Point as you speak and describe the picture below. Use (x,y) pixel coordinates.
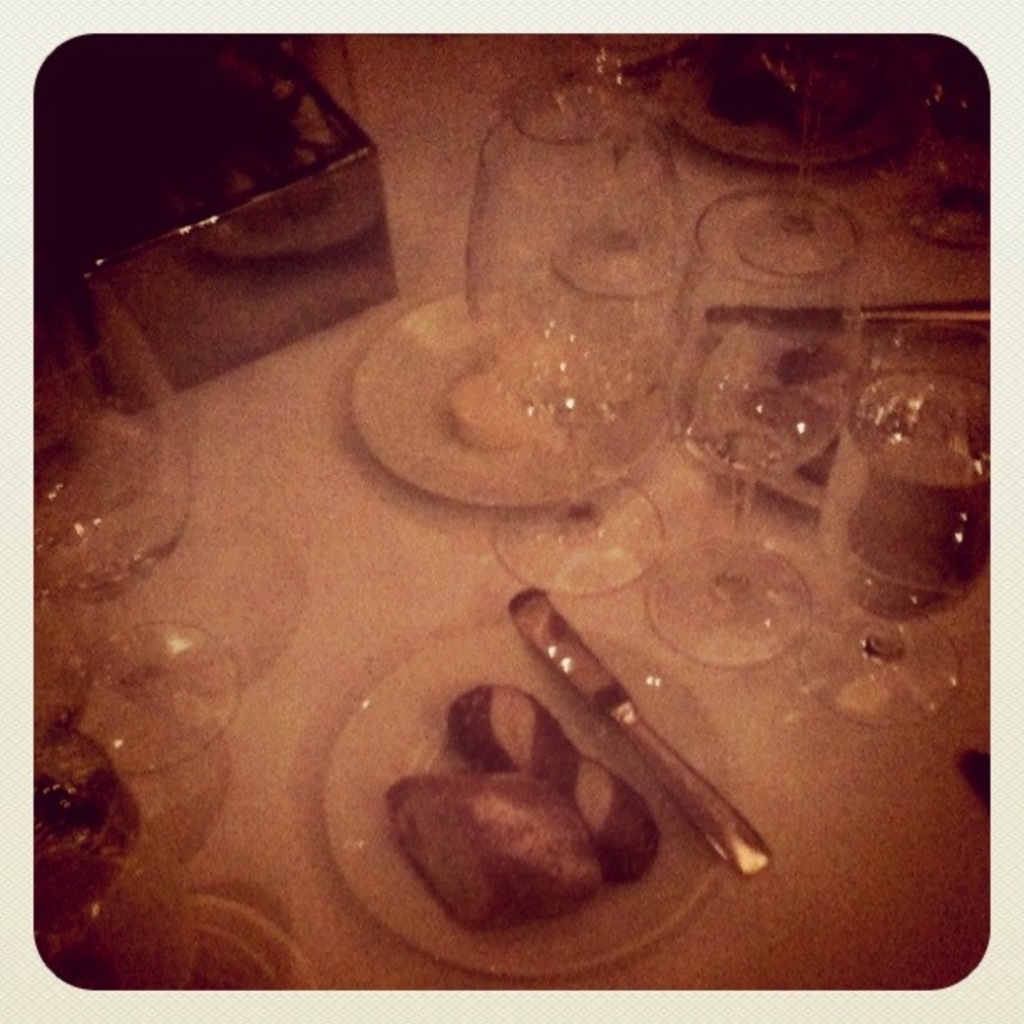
In the center of the image (431,535) we can see one object (869,842). On that object (428,622), we can see glasses (766,638), some food items (617,797) and a few other objects (116,368).
